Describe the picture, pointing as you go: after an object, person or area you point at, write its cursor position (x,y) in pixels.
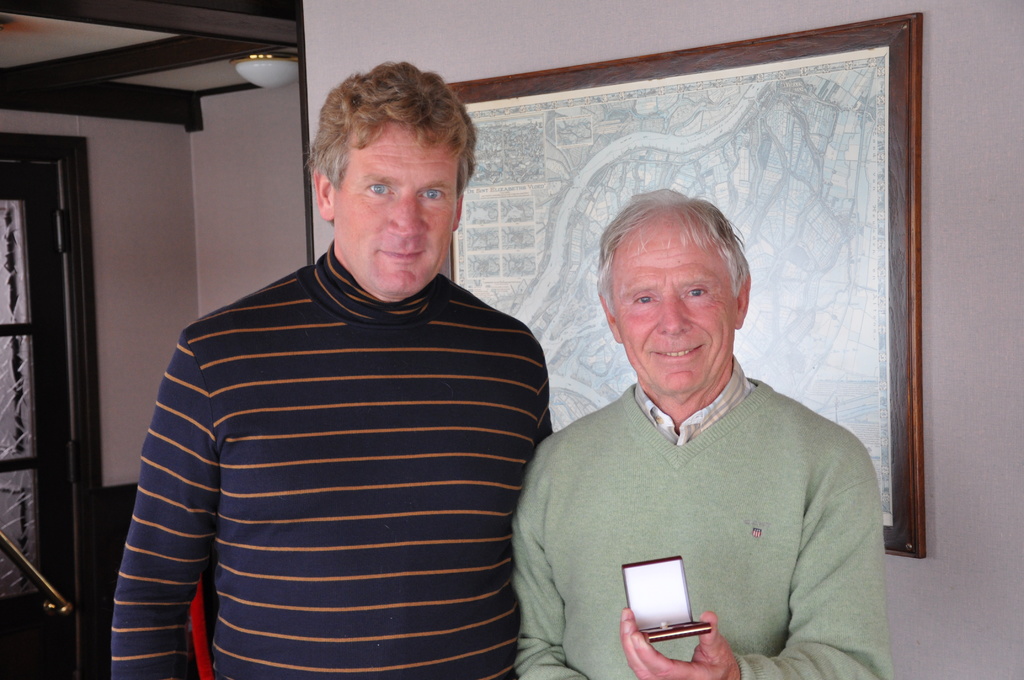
This picture is clicked inside the room (32,57). On the right (739,405) there is a man (610,517) wearing a sweater (682,495), smiling, holding a box (674,630) and standing. On the left (340,281) there is a person (335,290) wearing t-shirt (451,392), smiling and standing. In the background (285,116) we can see the wall (466,18), door (55,278), roof (81,73) and the light (284,64) and we can see a frame (805,41) hanging on the wall (626,15) containing the depictions (548,178) of some objects (753,202).
